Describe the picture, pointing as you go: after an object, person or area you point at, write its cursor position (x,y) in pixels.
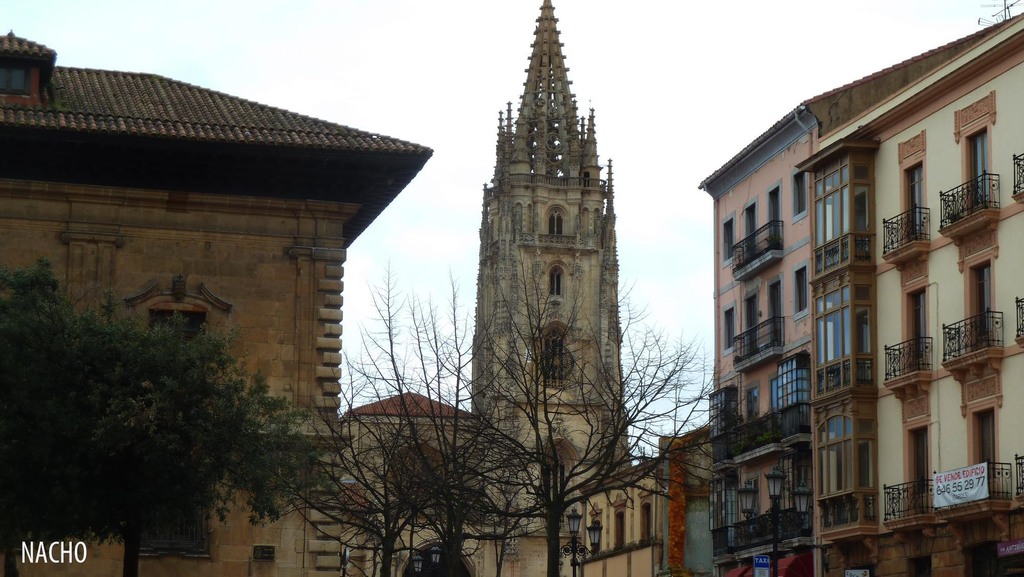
In this picture we can see buildings (362,436) and trees (144,455). At the top of the image (374,51), there is the sky (384,93). At the bottom of the image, there is a pole (577,536) with lights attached to it. On the right side of the image (958,482), there is a banner (945,484). In the bottom left corner of the image (61,552), there is a watermark (46,559).
